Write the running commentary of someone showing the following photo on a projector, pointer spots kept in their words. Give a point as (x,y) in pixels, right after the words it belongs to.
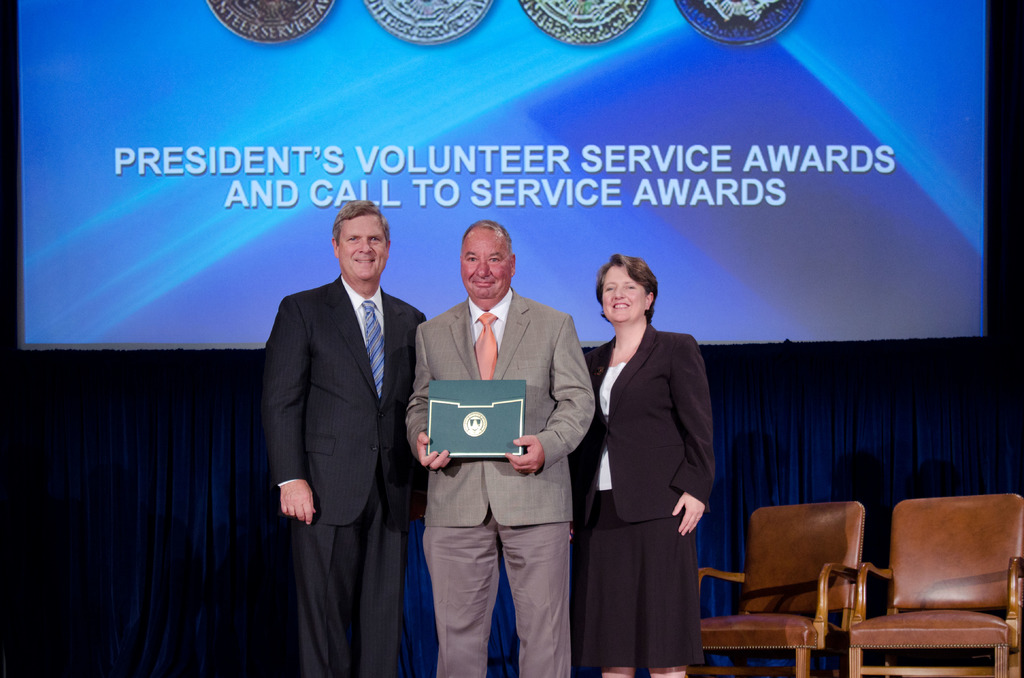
In this image, there are three persons (487,318) standing and wearing clothes (675,432). The person (507,512) who is in the center of the image (539,314) holding something. There is a screen (537,224) at the top of the image (661,74). There are two chairs (775,534) in the bottom right of the image (829,539).
